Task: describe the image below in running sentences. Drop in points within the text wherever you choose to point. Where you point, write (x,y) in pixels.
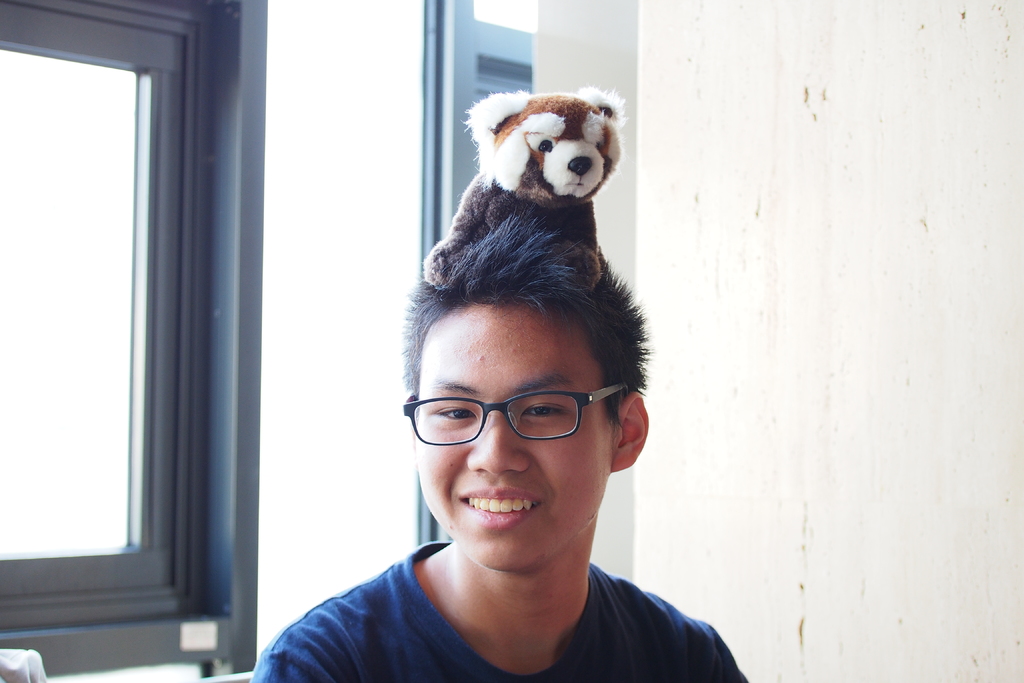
In this picture I can see there is a man (508,226) and he is keeping a doll (553,222) on his head (607,441) and there is a wall (852,286) in the backdrop (857,267) and there is a window (113,389) on to left (113,389).
